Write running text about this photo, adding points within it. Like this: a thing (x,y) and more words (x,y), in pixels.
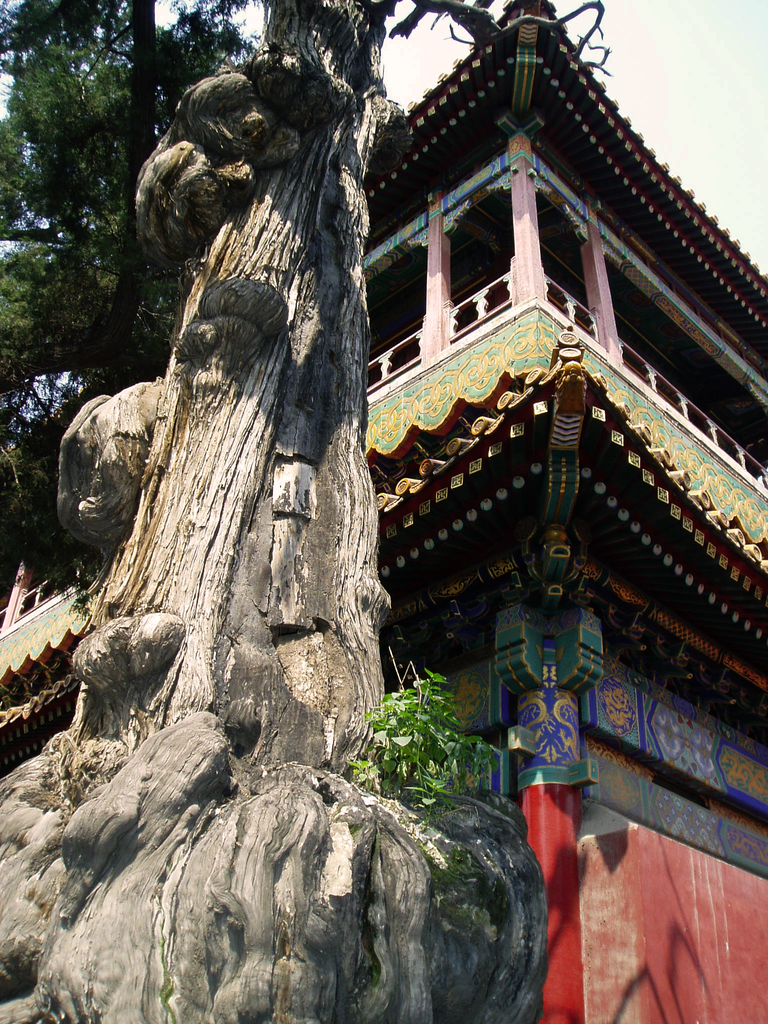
In this image I can see a building (583,438) in multicolor. Background (58,257) I can see few trees (51,136) in green color and sky (676,73) in white color.
